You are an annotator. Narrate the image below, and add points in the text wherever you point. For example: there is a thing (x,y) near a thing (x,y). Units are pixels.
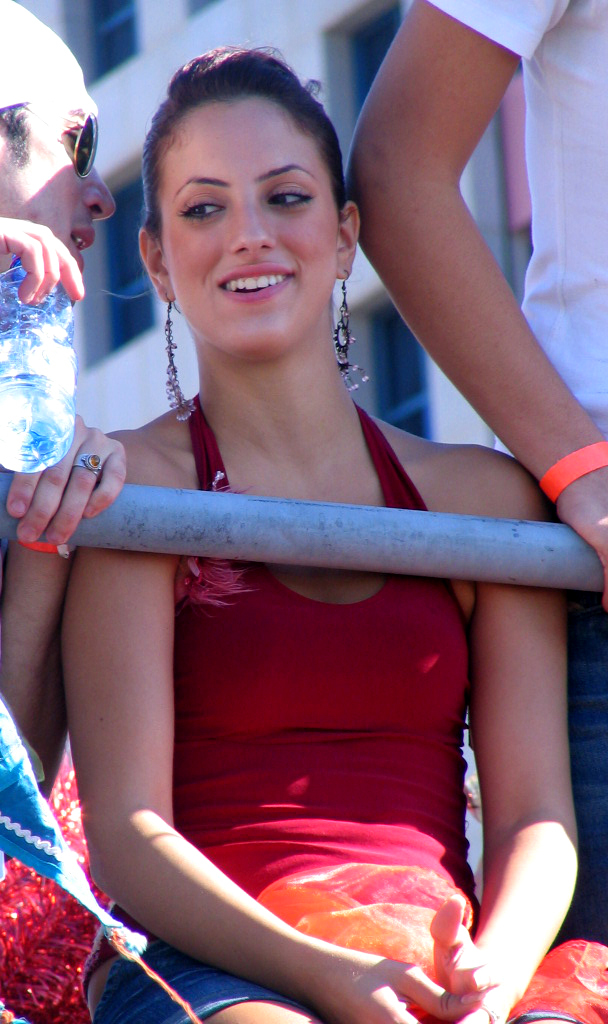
In this picture we can see a woman (307,308) sitting and smiling and beside to her we can see two persons (30,188), bottle (39,375), rod (564,559) and in the background (123,35) we can see a building (397,347) with windows (148,294).
